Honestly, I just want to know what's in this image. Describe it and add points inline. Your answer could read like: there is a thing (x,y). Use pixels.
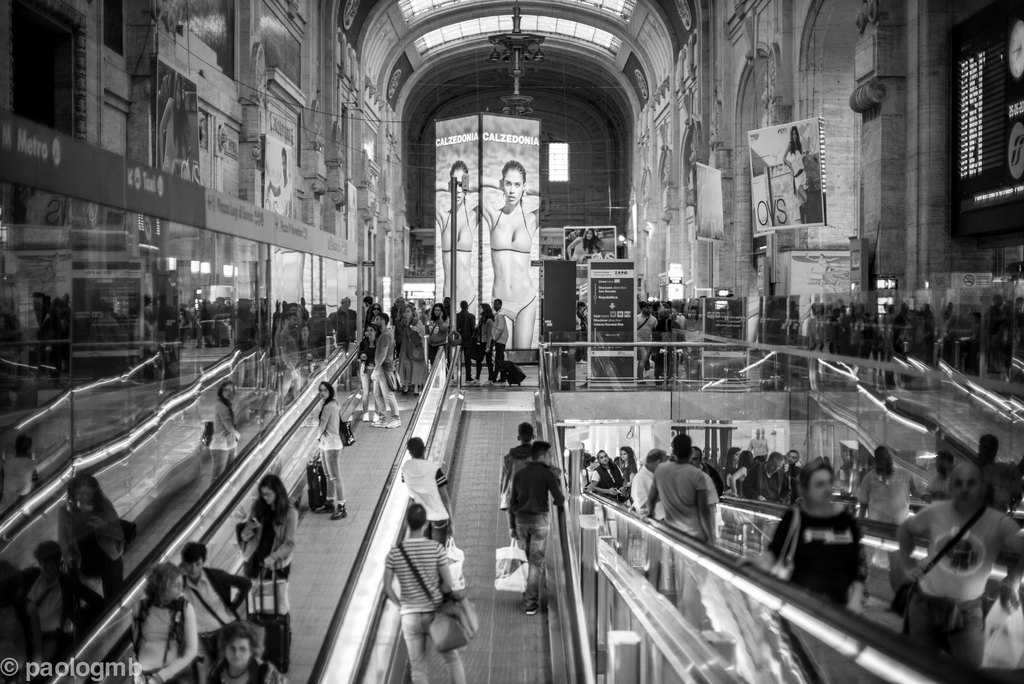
This picture shows an inner view of a building (54,59). We see few people (1009,604) standing on the escalators (463,443) and they are holding bags (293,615) and few people (420,345) standing on the floor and we see hoardings (473,207) of a woman (472,228) and few boards (603,311) with some text (604,329).
